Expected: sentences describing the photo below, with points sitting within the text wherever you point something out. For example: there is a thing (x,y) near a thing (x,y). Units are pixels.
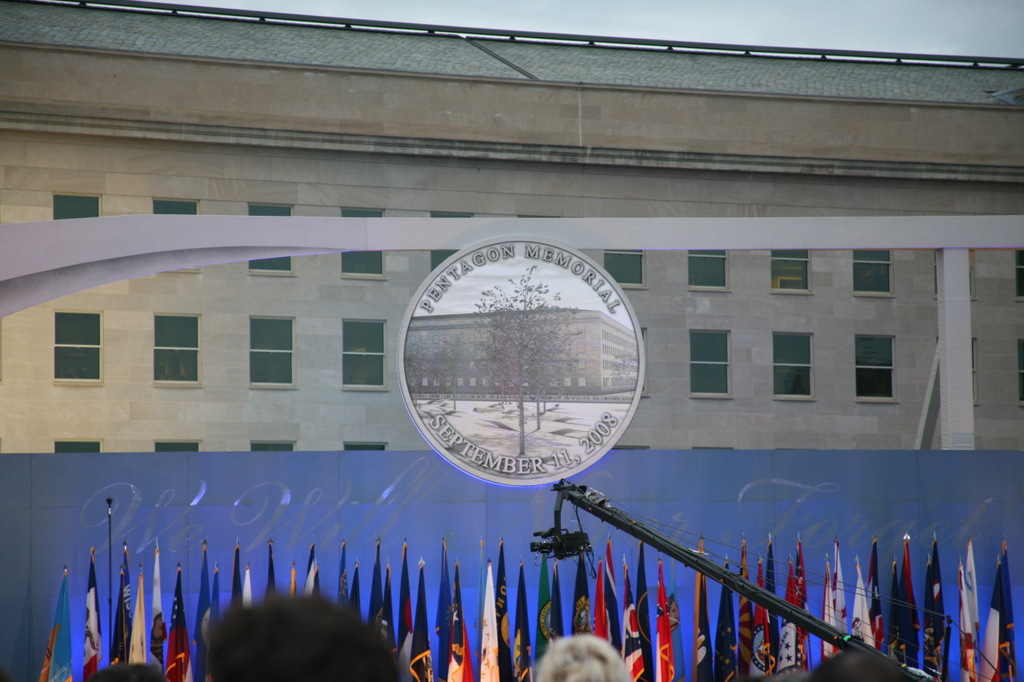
In the foreground (394,611) I can see four persons head (609,667), flags (635,617), camera stand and a board (654,513). In the background (407,159) I can see a building (487,216), windows (177,325) and the sky (835,21). This image is taken may be near the building (335,429).
